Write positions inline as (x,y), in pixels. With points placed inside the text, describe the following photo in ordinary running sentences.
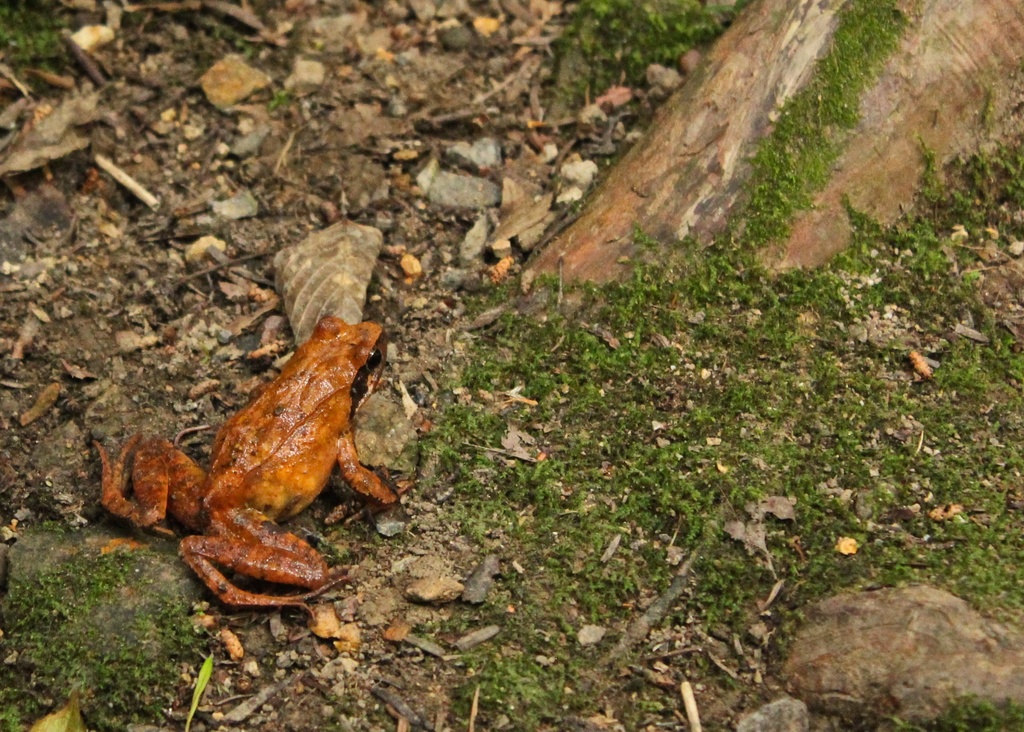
In this image there is a frog (261,486) on the surface (305,234), beside the frog (280,496) there are stones (395,348) and dry leaves (352,244), in front of the frog (282,429) there is the root (690,165) of a tree (668,155).
